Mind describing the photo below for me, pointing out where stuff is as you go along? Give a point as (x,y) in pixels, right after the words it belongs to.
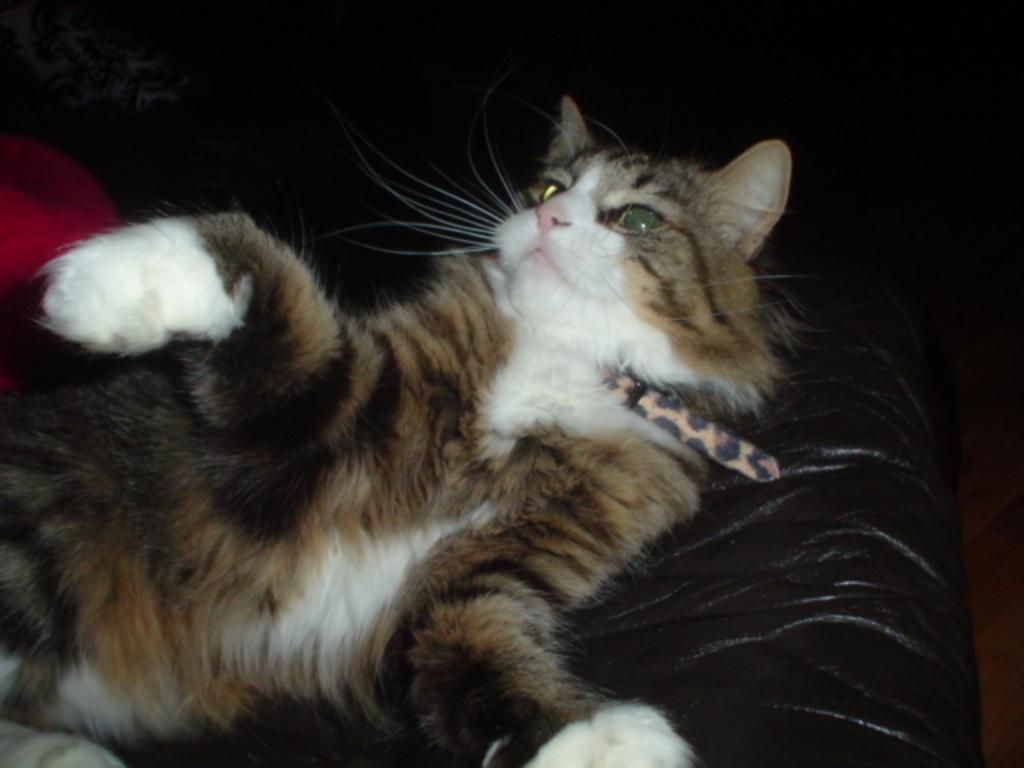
Here in this picture we can see a cat (524,460) lying on a chair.
